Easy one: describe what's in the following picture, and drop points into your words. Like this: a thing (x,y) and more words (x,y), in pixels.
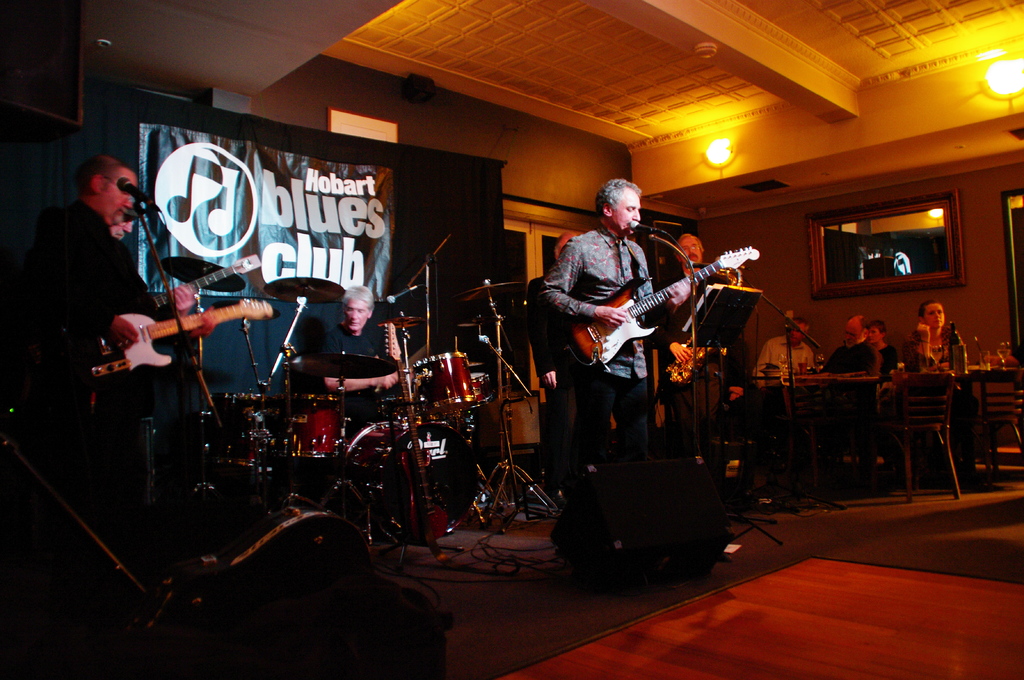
As we can see in the image there are lights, wall (987,196), mirror (883,240), banner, few people (852,357) sitting and few of them are standing and there are chairs (892,377) and tables (809,377). The men (589,274) who are standing here are holding guitars (621,287) and this man (354,300) is playing musical drums (454,399).
